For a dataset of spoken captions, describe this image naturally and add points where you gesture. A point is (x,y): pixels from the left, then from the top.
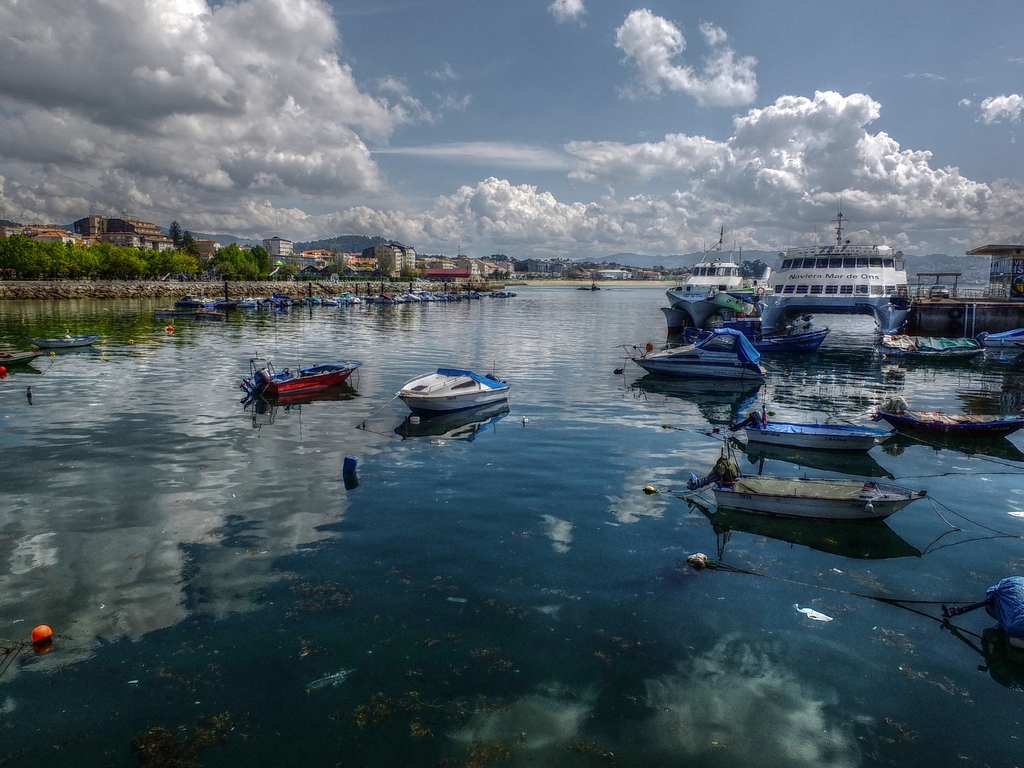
In this picture we can see few boats (321,300) on the water (452,449), in the background (323,278) we can find few trees (268,266), buildings (484,269) and clouds (617,175).
